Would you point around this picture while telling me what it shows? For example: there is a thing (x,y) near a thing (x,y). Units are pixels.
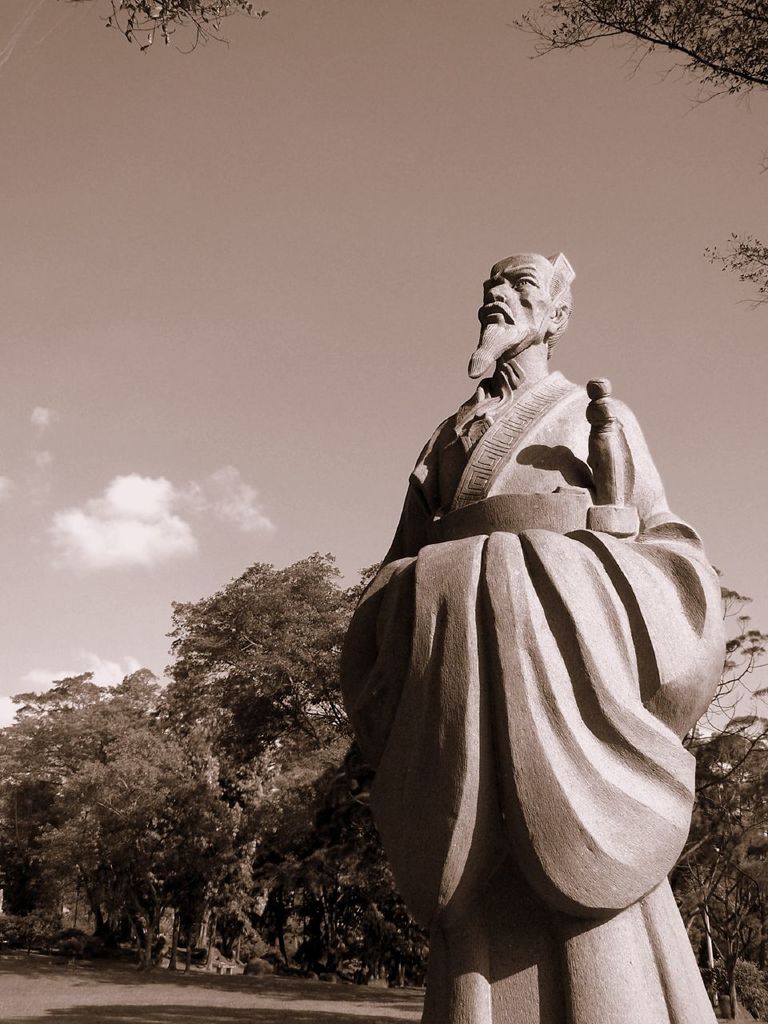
In the foreground (470,678) there is a statue (528,571). At the top (240,11) there are tree branches (622,31). In the background (233,771) there are trees (351,916). Sky (381,122) is clear and it is sunny.
